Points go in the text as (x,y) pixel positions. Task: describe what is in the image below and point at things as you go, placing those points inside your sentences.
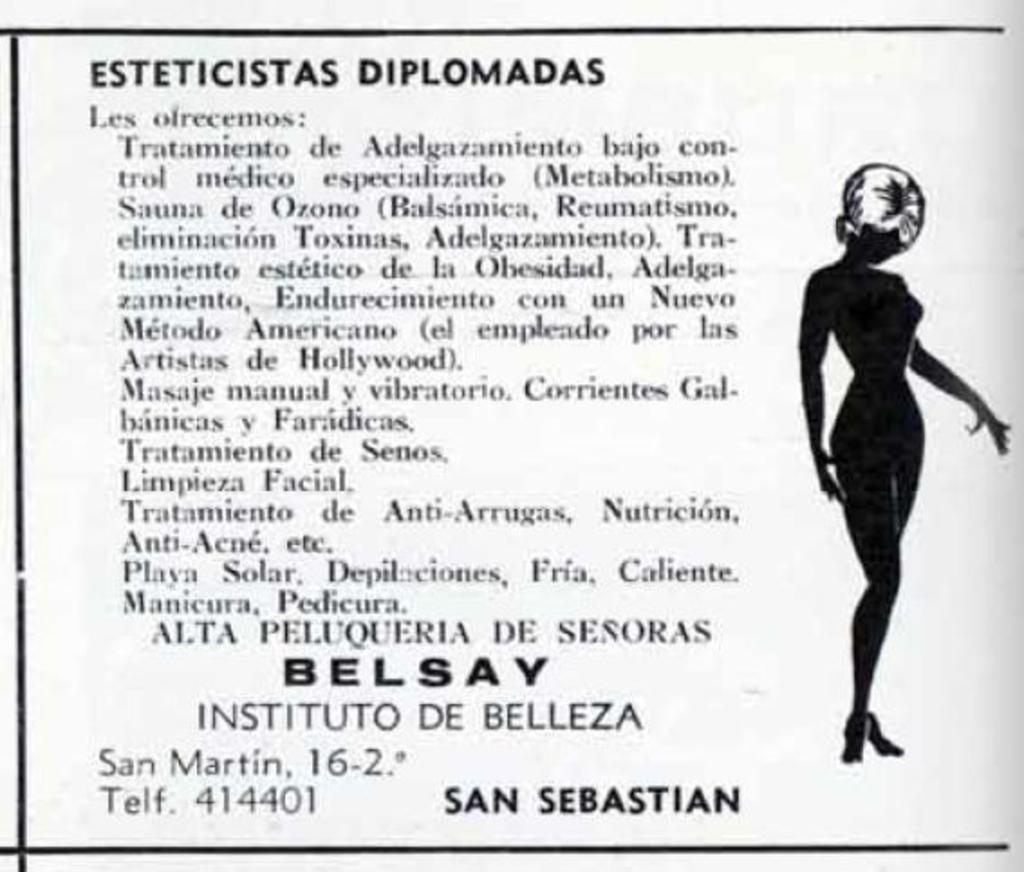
In this image there is a cartoon image (821,435) of a women (818,428) at right side of this image (869,453) and there is some text (258,174) as we can see at left side of this image (202,518).
